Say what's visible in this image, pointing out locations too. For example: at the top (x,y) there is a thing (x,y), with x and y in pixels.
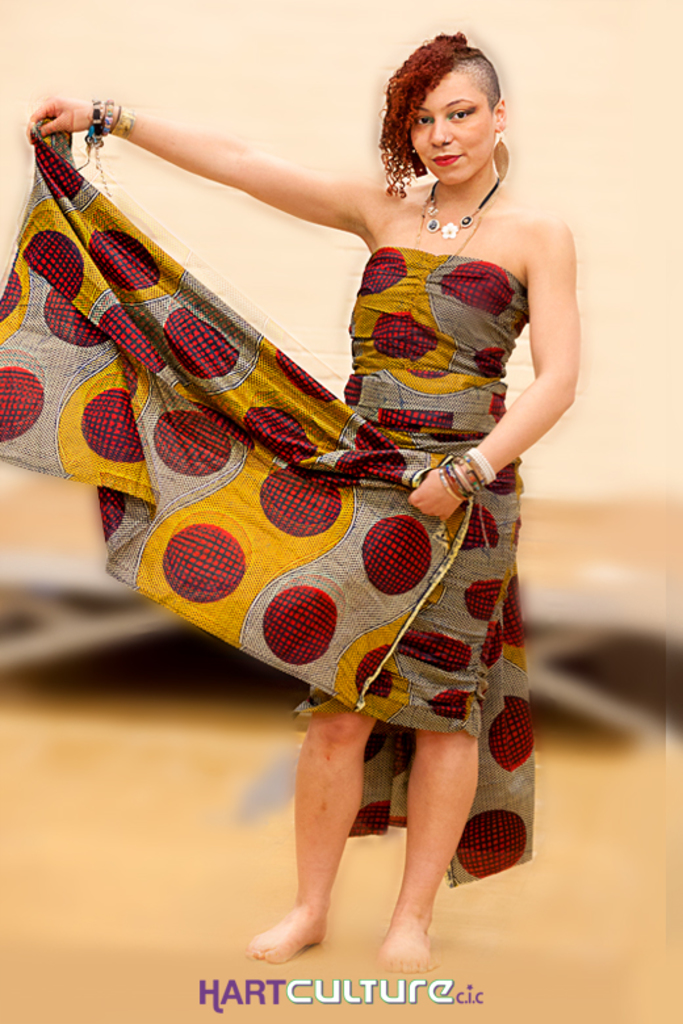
In this image I can see a woman (395,410) is holding a cloth (305,467) in the hands (449,507). The woman (474,306) is wearing bangles (466,460), necklace (437,208) and other objects (87,138). The woman (404,422) is standing. Here I can see a watermark (389,995). The background of the image (199,696) is blurred.
